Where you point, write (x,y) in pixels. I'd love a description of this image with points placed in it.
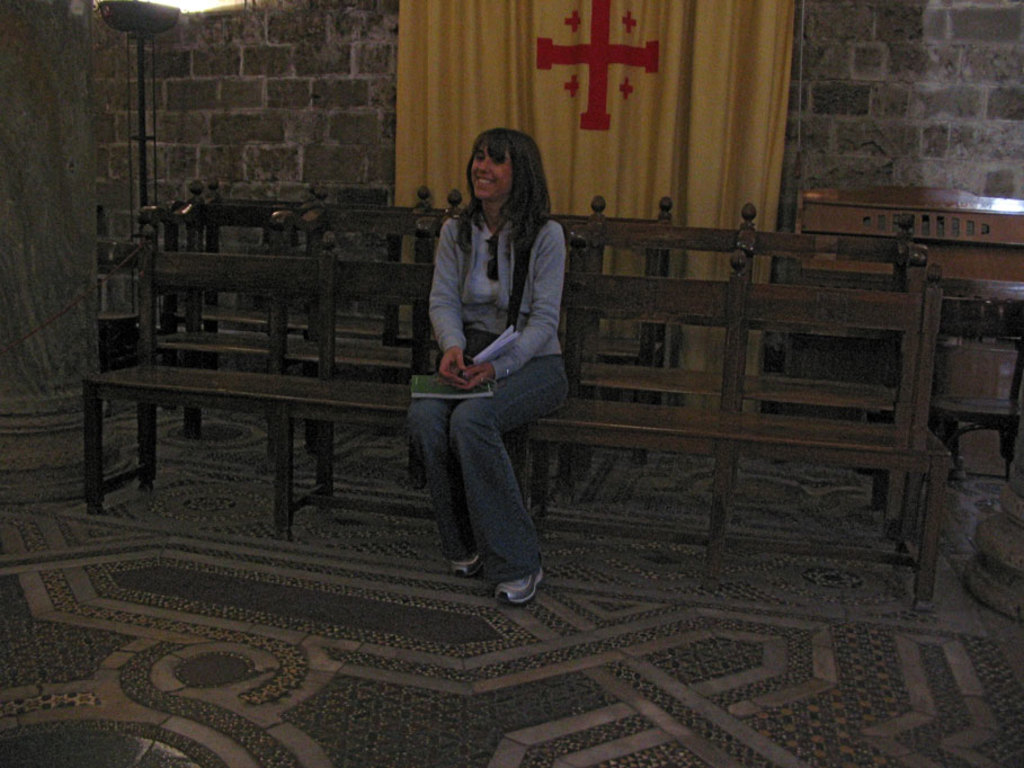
In this picture we can see a woman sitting on a bench (314,341). We can see a paper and a book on her lap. In the background (713,2) we can see a yellow curtain (688,58) and red symbols (591,127) on it. On the left side (230,7) we can see a light ray (191,7) and a pillar (1,355). At the bottom (760,702) we can see mosaic (543,698) on the floor (363,680).
